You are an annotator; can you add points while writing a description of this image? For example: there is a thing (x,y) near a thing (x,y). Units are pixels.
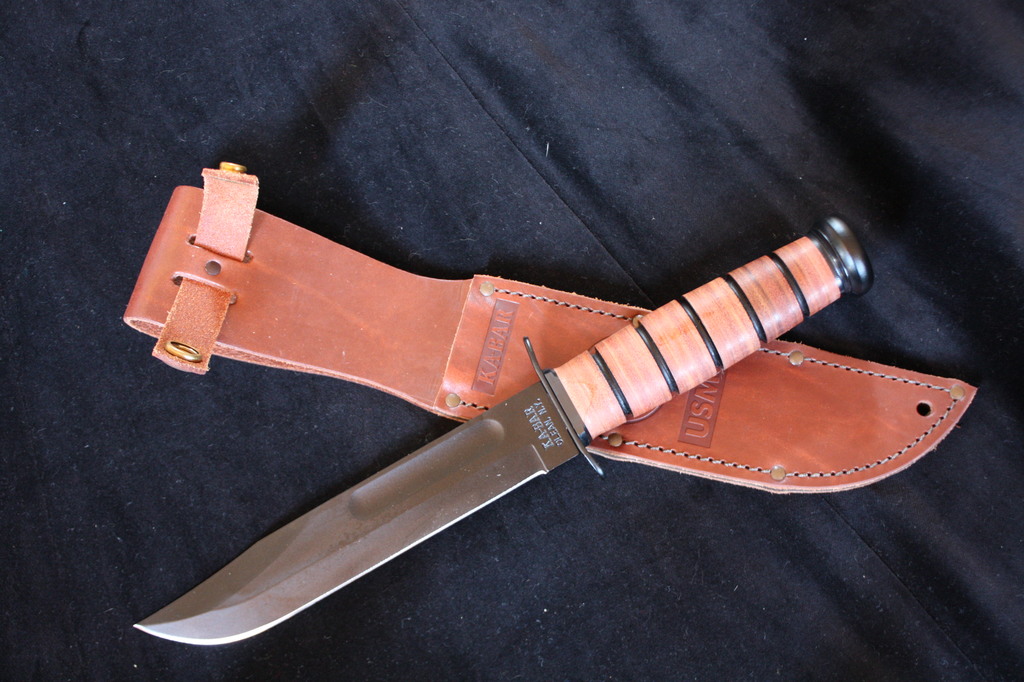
In this picture, we can see knife (789,299) and its cover (207,205) are kept on the black cloth (1018,511).
